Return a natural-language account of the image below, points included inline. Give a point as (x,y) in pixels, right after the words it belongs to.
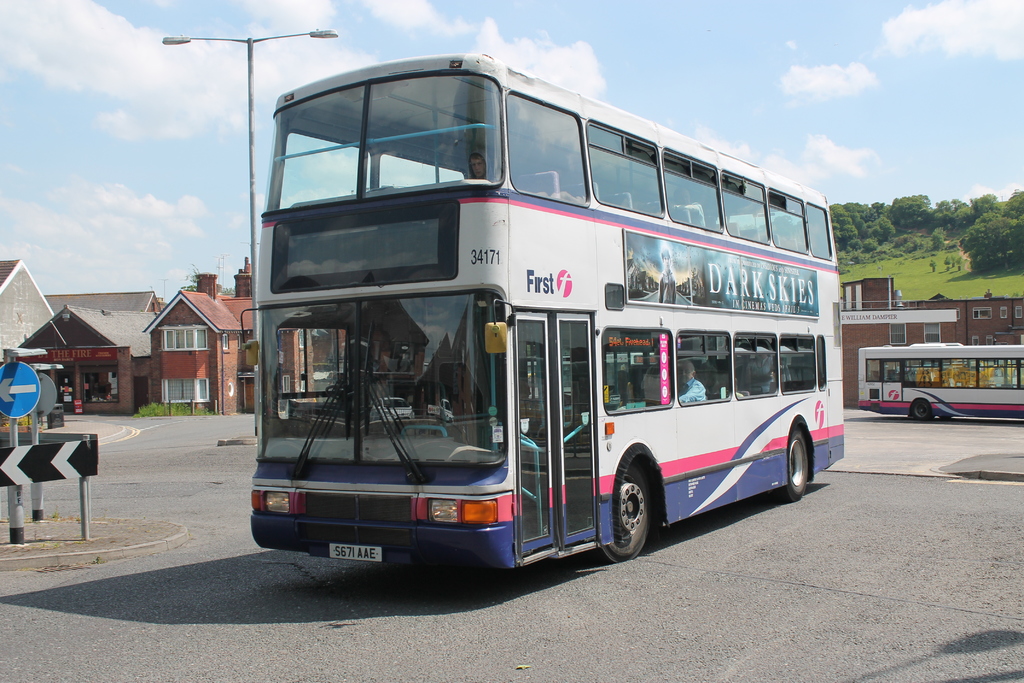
This is an outside view. Here I can see two buses (565,514) on the road (548,623). I can see few people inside the bus (653,396). On the left side (34,496) there are few poles (16,505) on the footpath (66,545). In the background (16,317) there are some houses (60,310), trees (891,217) and a light pole (251,127). At the top of the image (736,59) I can see the sky (736,41) and clouds (566,53).
